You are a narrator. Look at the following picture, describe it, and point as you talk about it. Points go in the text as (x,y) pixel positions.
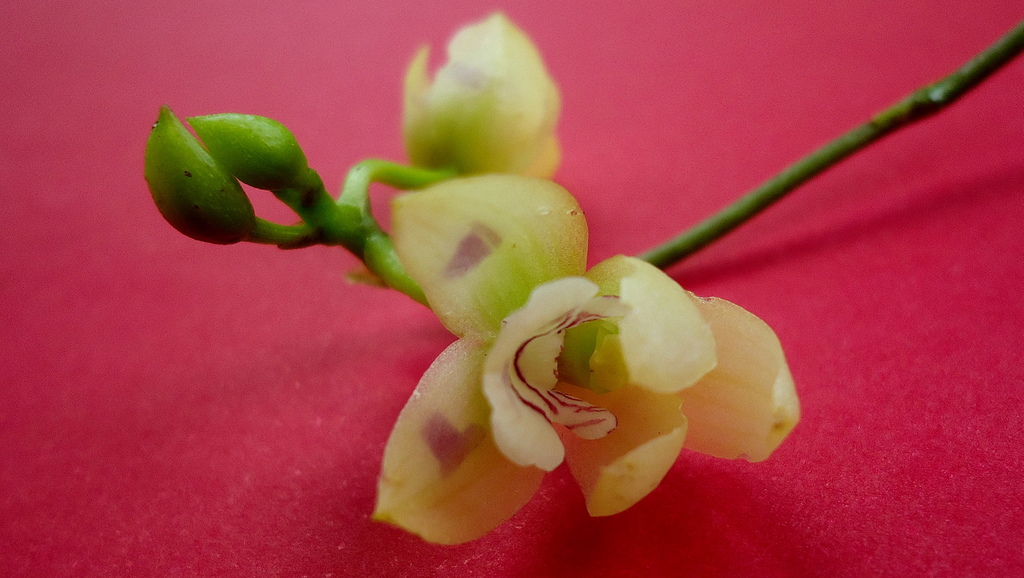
In this image we can see flowers (462,319) and buds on a red surface (264,458).
